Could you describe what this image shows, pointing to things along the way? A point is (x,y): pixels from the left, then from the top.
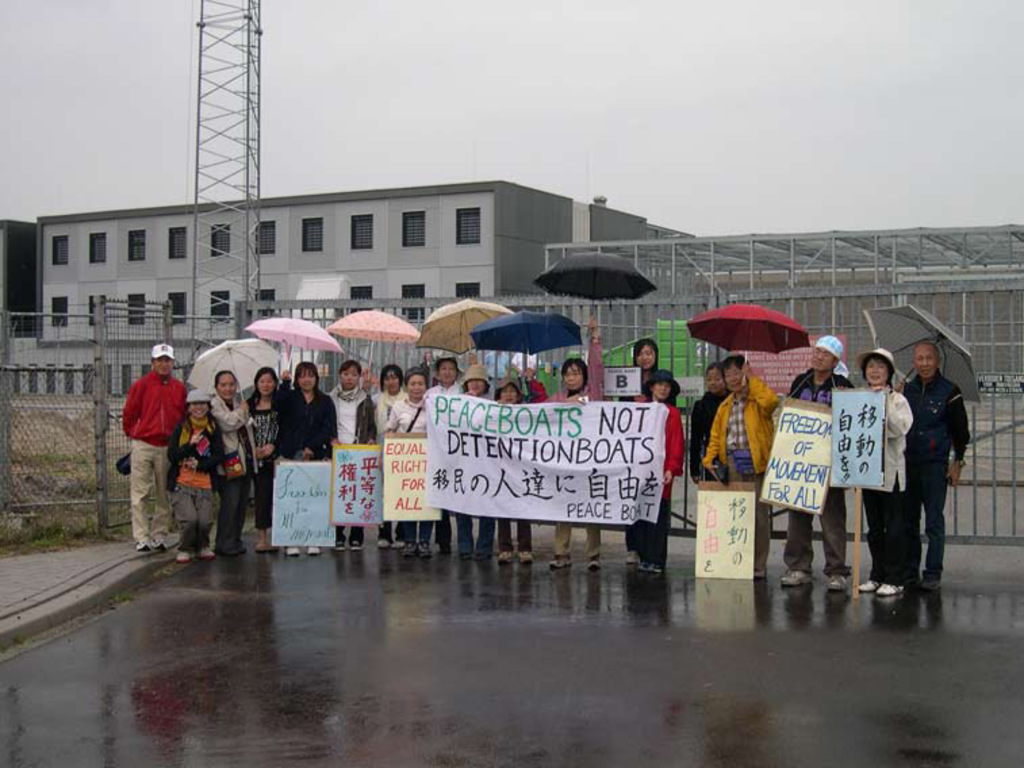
This is an outside view. In the middle of the image (366,401) I can see few people (644,401) are holding a banner (508,463), few boards (355,485) and umbrellas (466,340) in the hands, standing on the road (202,574) and giving pose for the picture. On the left side (38,482), I can see the net fencing (54,440) and footpath (42,579). In the background (521,258) there are few buildings (348,246) and poles (247,253). At the top of the image (697,77) I can see the sky (654,81).
